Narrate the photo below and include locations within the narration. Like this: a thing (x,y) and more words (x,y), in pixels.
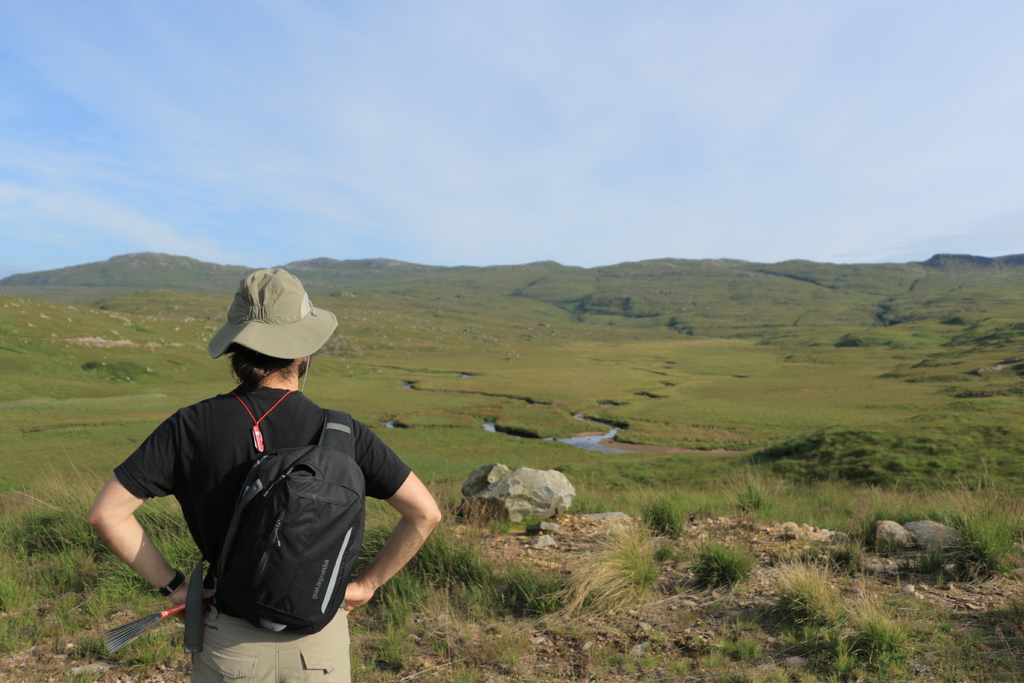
In this image I can see a person (246,447) standing wearing black shirt (219,516), cream pant (219,616) and black color bag (307,531). Background (664,345) I can see grass (569,361) in green color and sky (348,140) in blue and white color.
